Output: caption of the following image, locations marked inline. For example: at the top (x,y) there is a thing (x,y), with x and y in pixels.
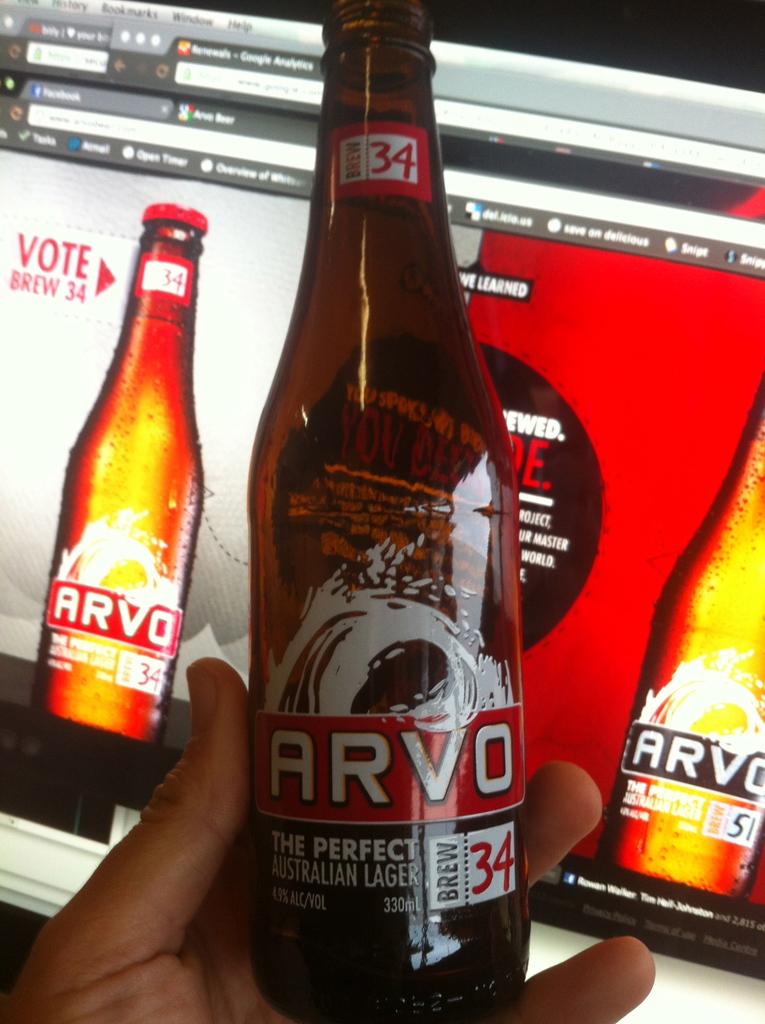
In this Image I see a human hand (596,1022) who is holding a bottle (261,962) and there is a screen (478,117) behind the bottle (431,634).
